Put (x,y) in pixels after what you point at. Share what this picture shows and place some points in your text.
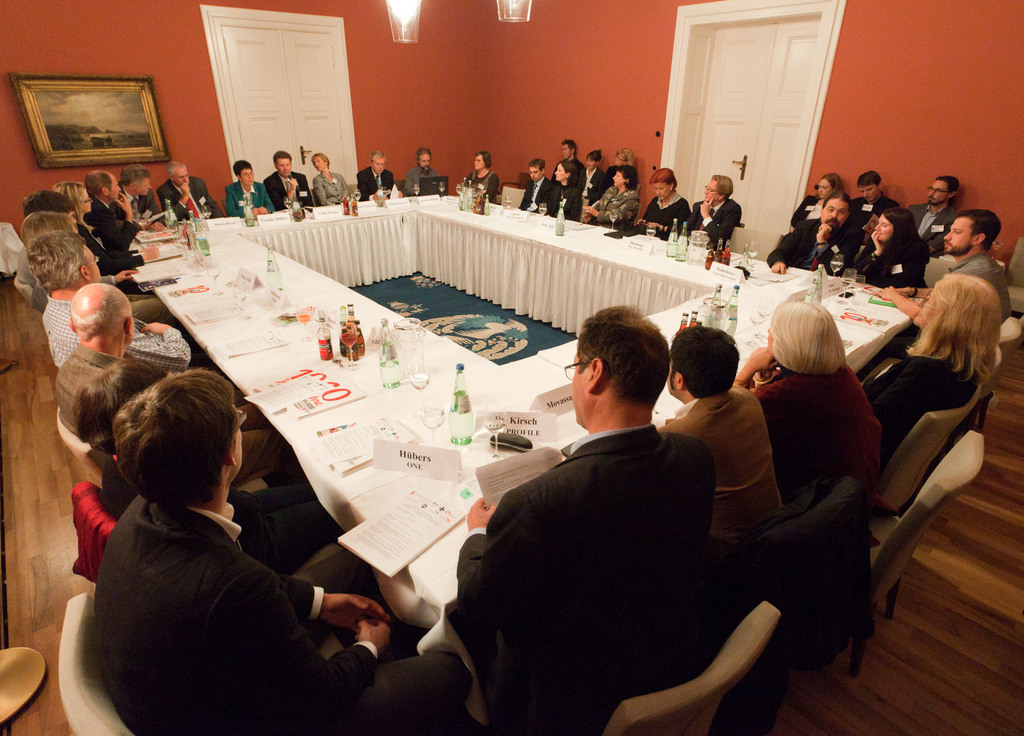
In the center of the image (630,480) we can see a group of people (793,366) are sitting around the table (560,299) and they are in different costumes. On the table (523,379), we can see one cloth (671,330), bottles (345,310), papers (461,497), banners (457,456) and a few other objects (496,422). At the bottom left side of the image (28,680), we can see one golden color object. In the background (16,254) there is a wall (917,108), one white color object (12,239), doors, lights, one photo frame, few people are sitting and a few other objects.
